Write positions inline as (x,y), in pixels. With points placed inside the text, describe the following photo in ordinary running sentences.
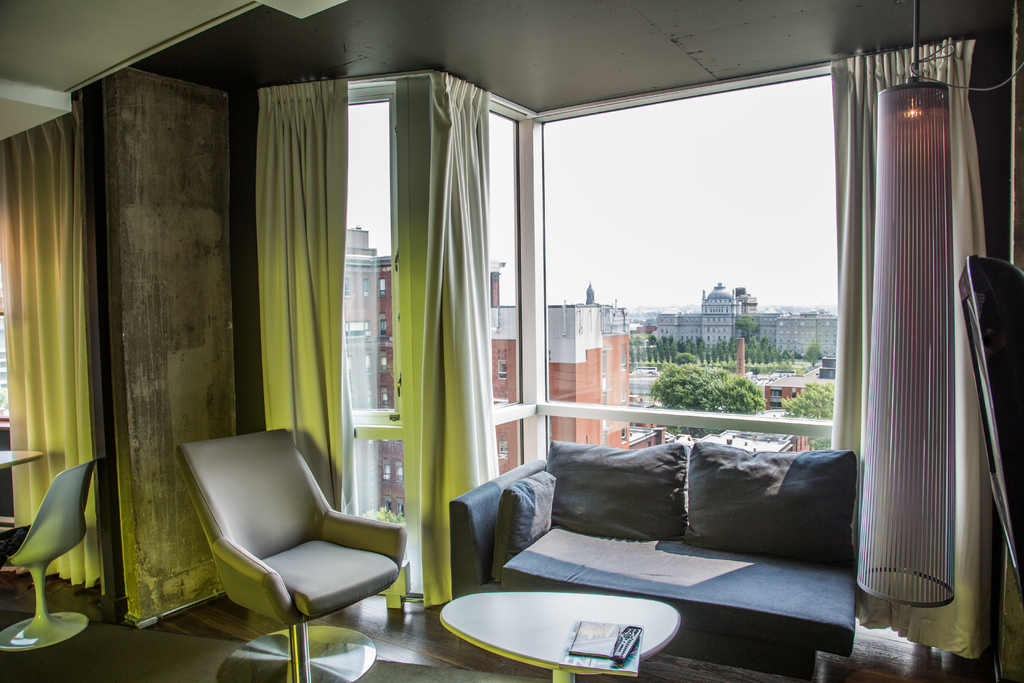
This picture is clicked inside the room (492,468). Here, we see a sofa (600,570) with three cushions (661,501) on it and in front of it, we see a table (526,634) on which book (615,643) is placed. We even see two chairs (225,548) beside that and behind that, we see a window (591,424) from which we see many buildings (497,350) and trees (714,365) and we even see white curtain (465,396) beside the window (576,378).
